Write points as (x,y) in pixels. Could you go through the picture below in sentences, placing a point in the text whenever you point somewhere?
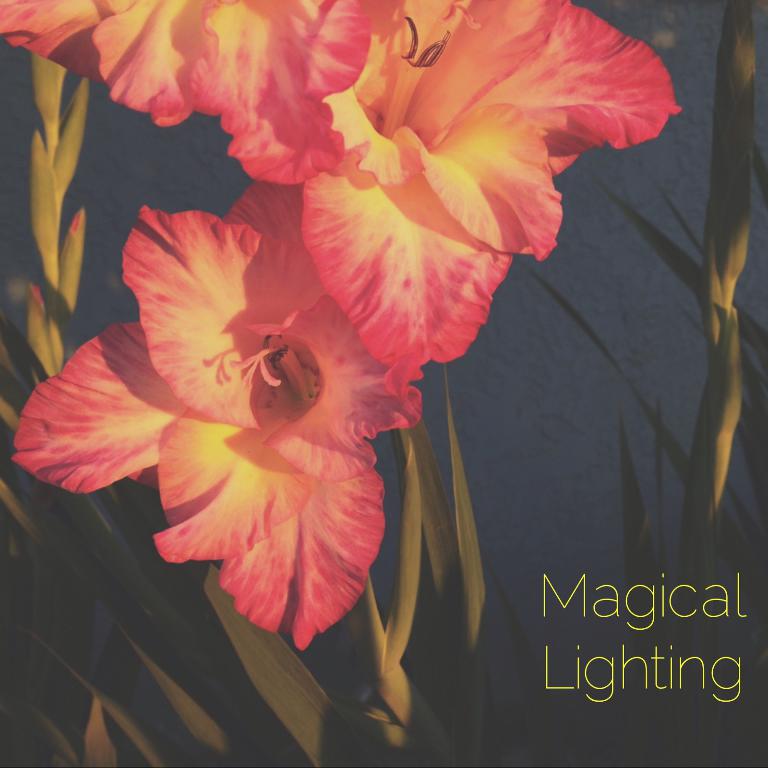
There are pink and yellow color flowers (312,296) with leaves (477,627). On the right corner (627,628) there is something written.
